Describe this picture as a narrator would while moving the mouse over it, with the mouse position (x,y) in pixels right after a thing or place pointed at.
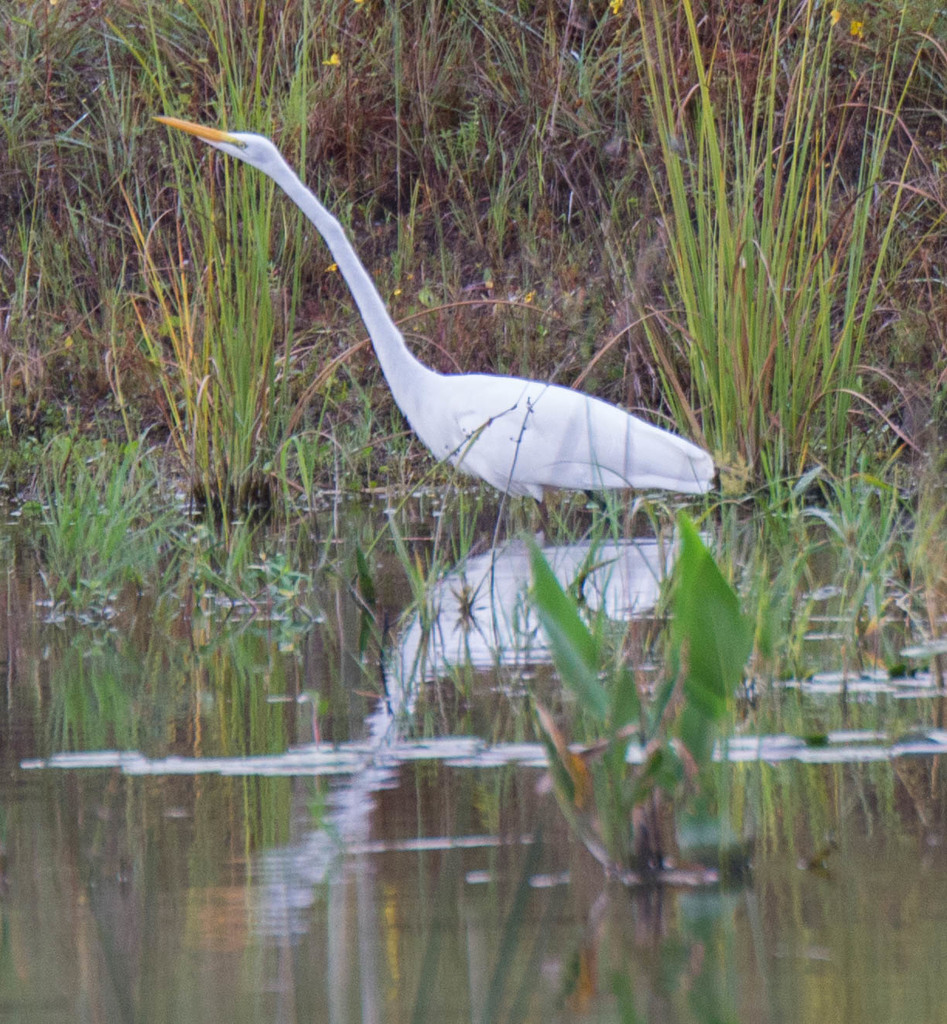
In this image we can see there is a white crane (473,374) in the water (2,635), there are plants (396,273).
